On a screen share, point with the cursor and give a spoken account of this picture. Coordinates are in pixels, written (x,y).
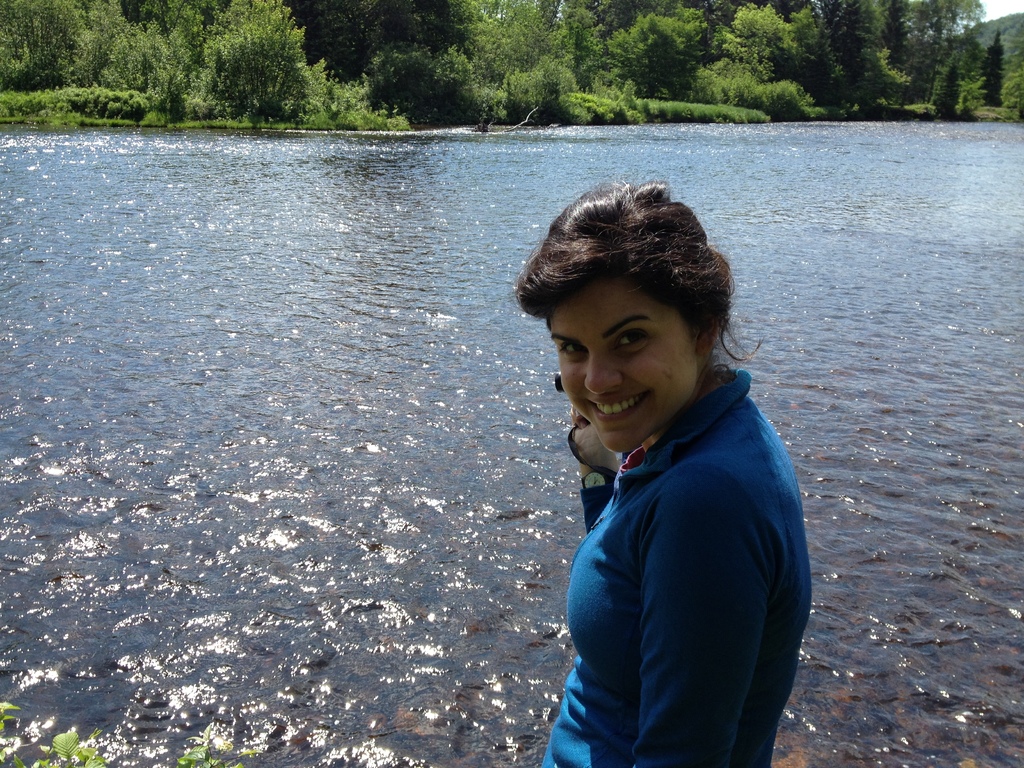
In the picture we can see a woman (678,651) standing and smiling and she is in blue T-shirt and behind her we can see water (867,316) and far away from it we can see plants (301,119) and trees (78,39).
